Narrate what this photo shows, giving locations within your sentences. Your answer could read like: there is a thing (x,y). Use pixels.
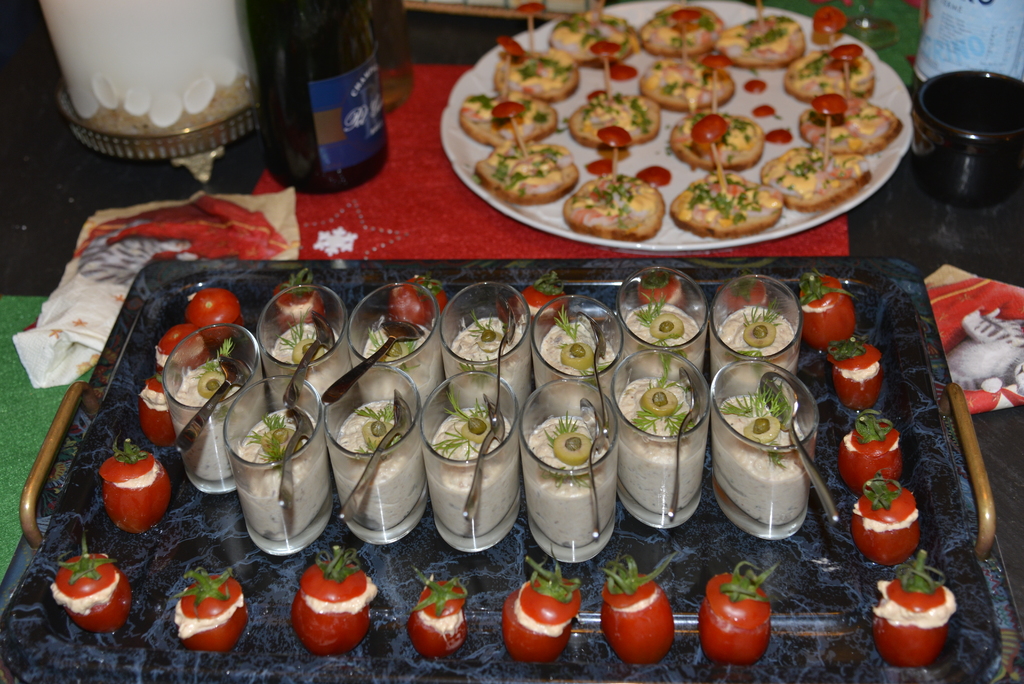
In this image we can see some food (676,210) in the plate (558,213). We can also see some spoons (599,460) in the glasses (575,514) and some tomatoes (61,566) which are placed in a tray (407,649), some napkins (102,280), a bottle (382,74) and a glass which are placed on the table (581,250).
